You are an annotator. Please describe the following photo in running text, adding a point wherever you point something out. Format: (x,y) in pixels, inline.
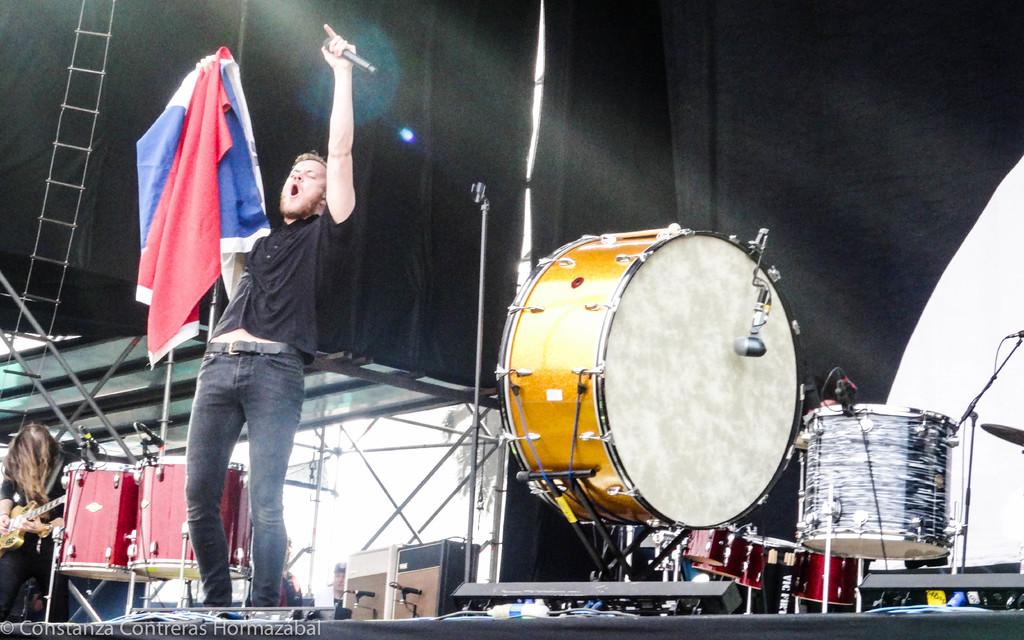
He is standing on a stage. He is holding a mic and cloth (206,181). He is singing a song. On the left side (37,444) we have a person (41,516). She is playing a guitar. We can see in background (60,285) lights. ladder (62,260), wire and curtain (395,269).
